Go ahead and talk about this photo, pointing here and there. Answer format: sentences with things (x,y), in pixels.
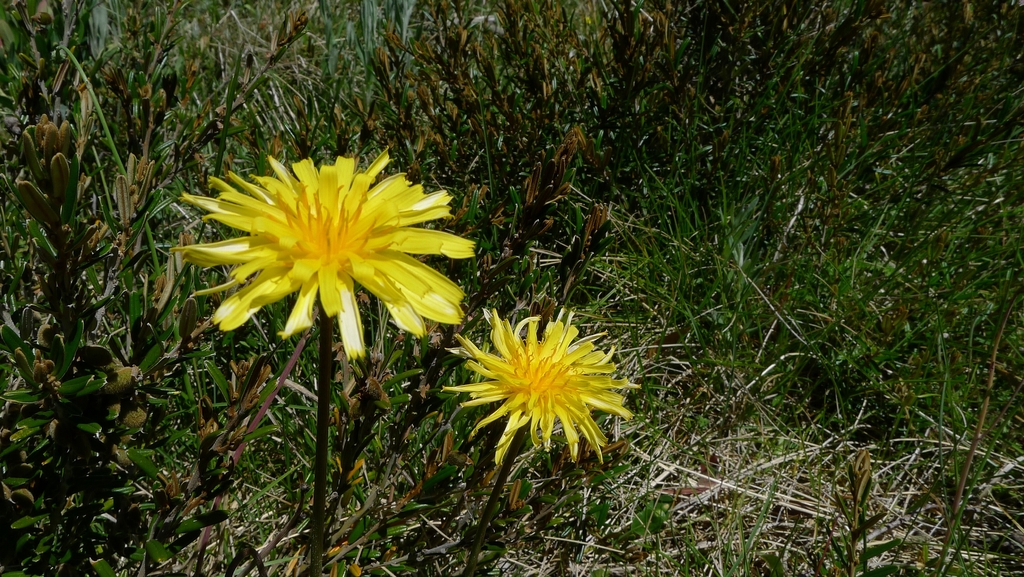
In this image there are two flowers (441,316) in a field (575,206).
